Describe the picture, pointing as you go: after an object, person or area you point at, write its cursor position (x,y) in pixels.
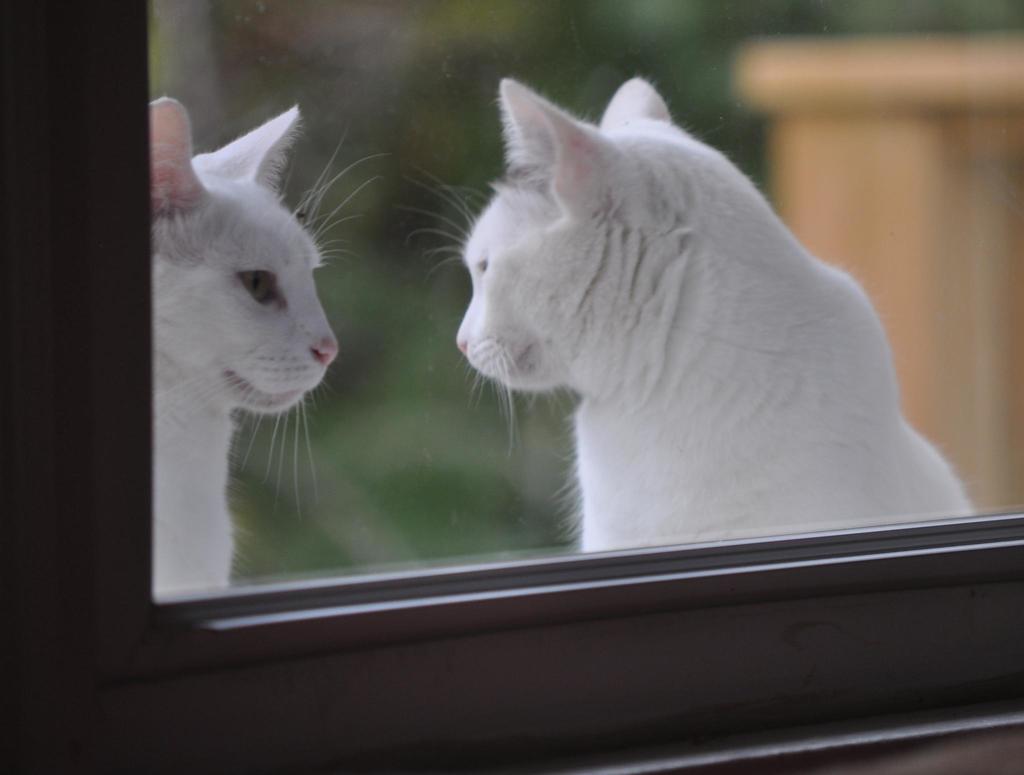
Here I can see a glass window (237,437). Behind the glass (285,452) there are two white color cats (290,322) looking at each other. On the right side (955,186) there is a wooden object (882,176). The background (339,107) is blurred.
